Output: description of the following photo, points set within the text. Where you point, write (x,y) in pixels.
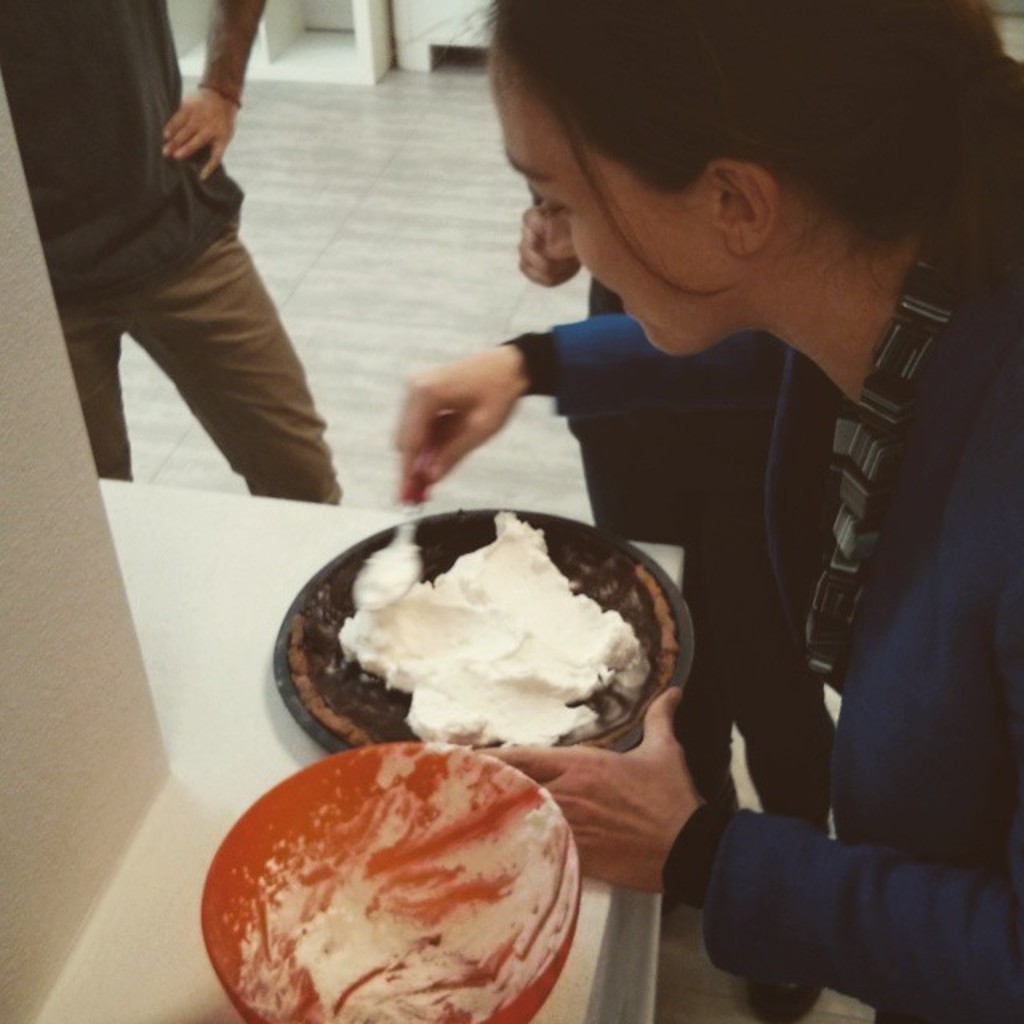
In this picture there are people (415,454) and we can see bowls (408,749) and cream (475,678) on the platform (231,600). In the background of the image (381,181) we can see floor (383,139) and white objects (361,47).
